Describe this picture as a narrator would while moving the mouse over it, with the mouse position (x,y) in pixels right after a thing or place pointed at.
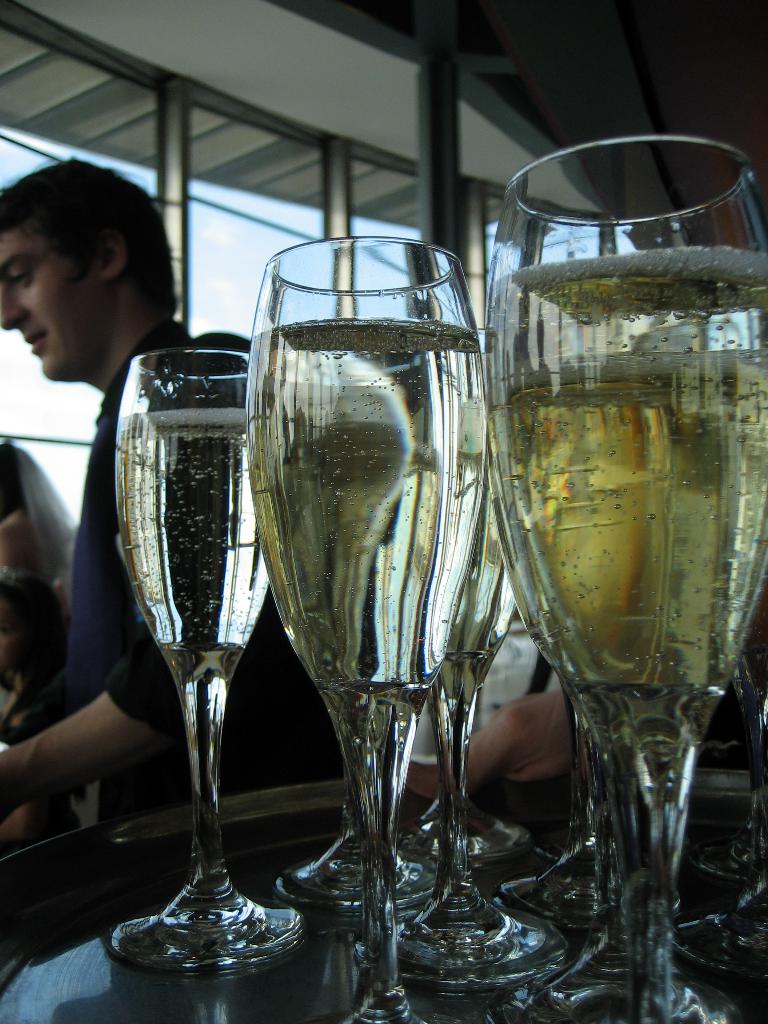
In this image we can see a person's hand (560,749) holding a tray (206,973) containing wine glasses (635,907). In the background (30,634) there are people (29,603) and we can see walls (428,169).
